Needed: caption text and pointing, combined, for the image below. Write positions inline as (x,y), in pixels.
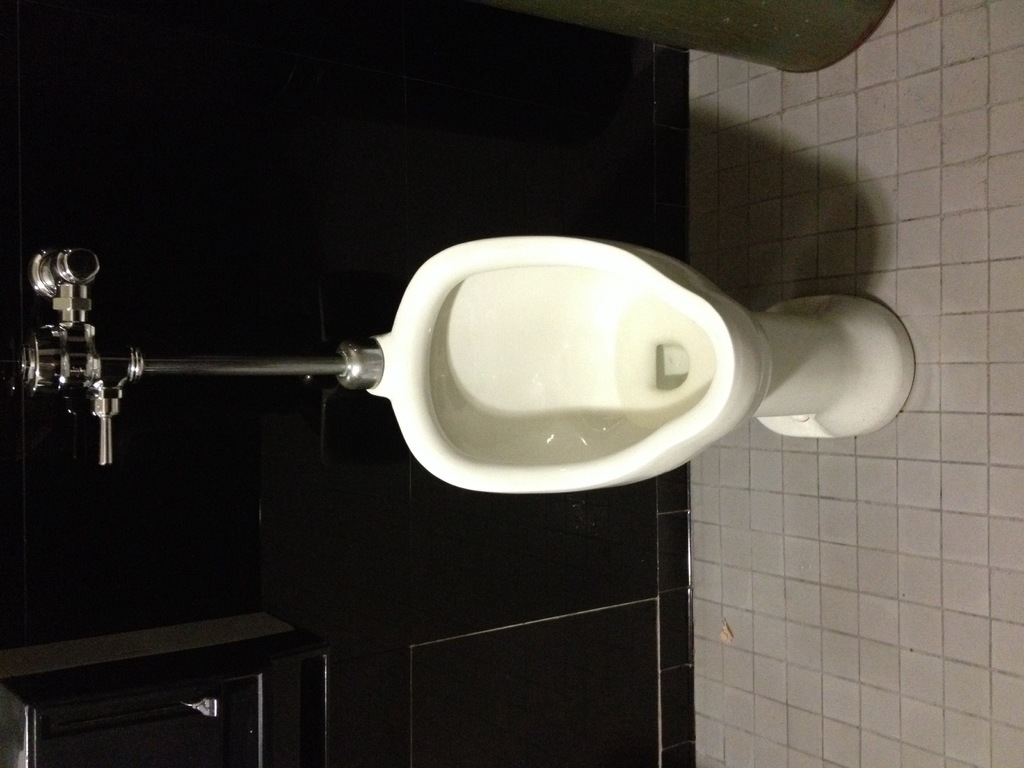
In the center of the image (395,338) there is a urinal (395,338). To the left side of the image (74,306) there is tap (65,274). At the right side of the image (904,517) there is floor (909,679).
